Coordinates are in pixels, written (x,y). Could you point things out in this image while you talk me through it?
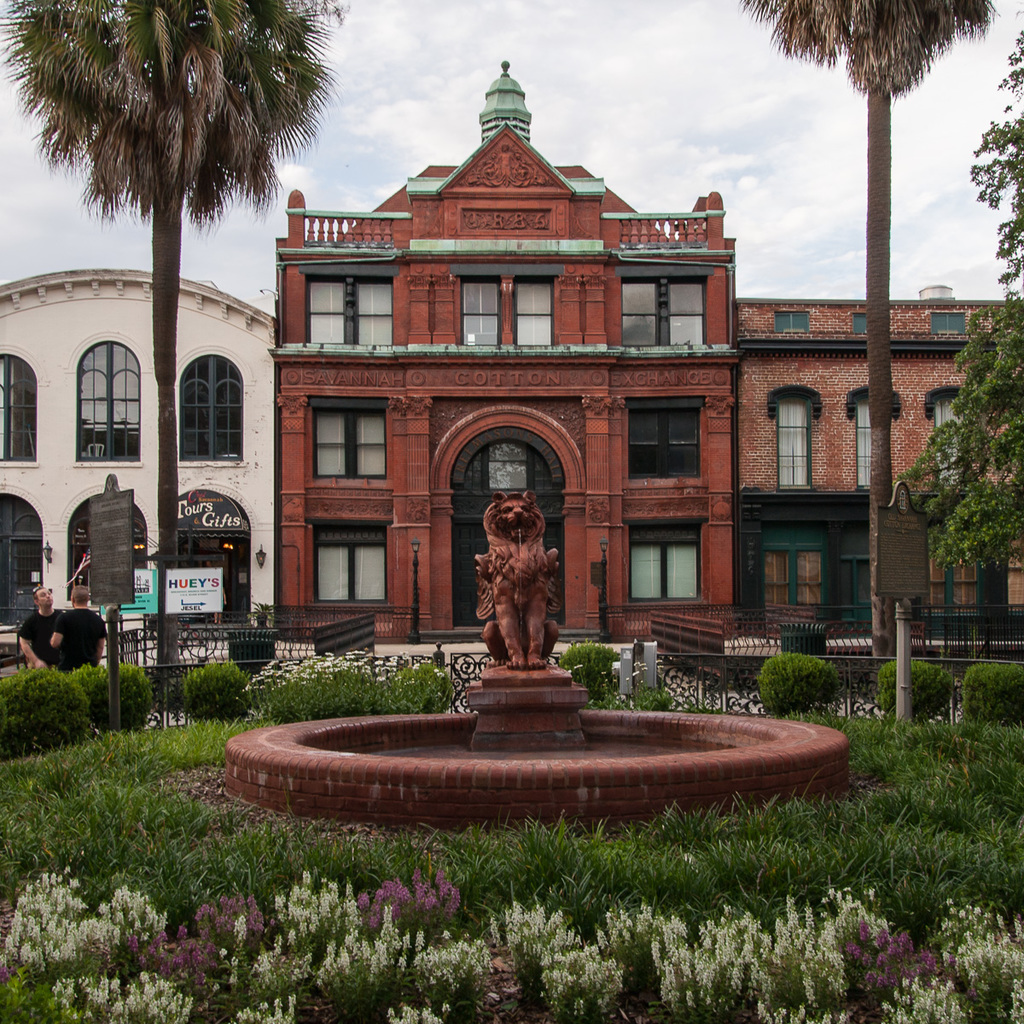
In this image, we can see buildings (633,403), walls (612,527), windows (695,552), banners (186,500), grills (165,664), trees (872,282). At the bottom (952,954), we can see few plants (145,760), water fountains (554,770). Here there is a statue (509,569). On the left side of the image (37,645), we can see two people (72,657). Background there is a sky (608,115).
